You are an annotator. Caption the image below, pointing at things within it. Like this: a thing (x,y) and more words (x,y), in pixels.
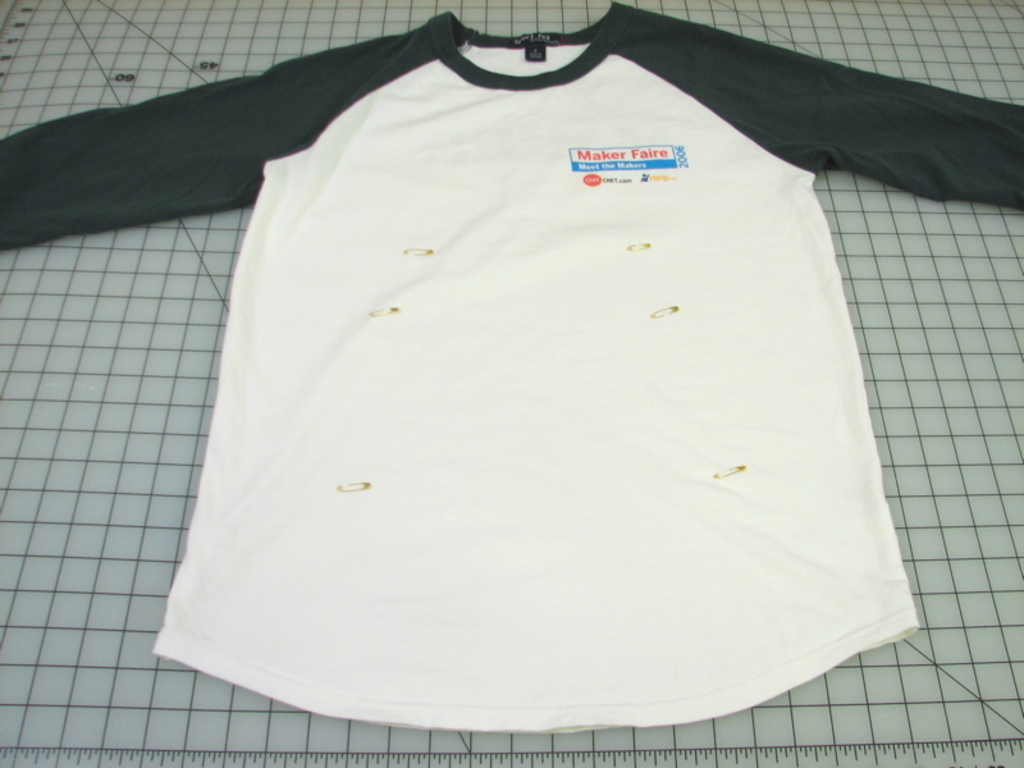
In this image, I can see a T-shirt (547,365), which is placed on the cutting mat (31,509). At the bottom of the image (983,757), that looks like a scale (89,758).
